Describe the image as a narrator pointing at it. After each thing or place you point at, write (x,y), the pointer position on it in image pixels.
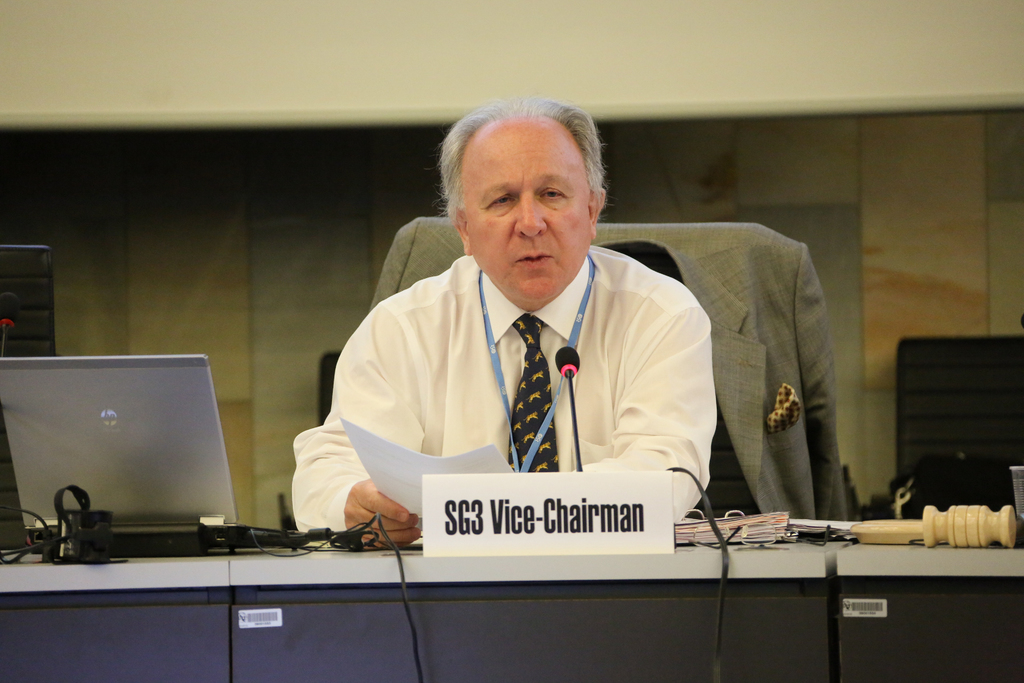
In this image I can see the person (540,350) sitting in-front of the table (337,553). On the table (386,572) I can see the laptop (178,487), wires (304,539), board (509,539) and few objects (709,533). I can see the person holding the paper (438,463). There is a blazer (761,324) on the chair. In the background (70,339) I can see the black color objects (892,502), screen (447,61) and the wall (304,228).
